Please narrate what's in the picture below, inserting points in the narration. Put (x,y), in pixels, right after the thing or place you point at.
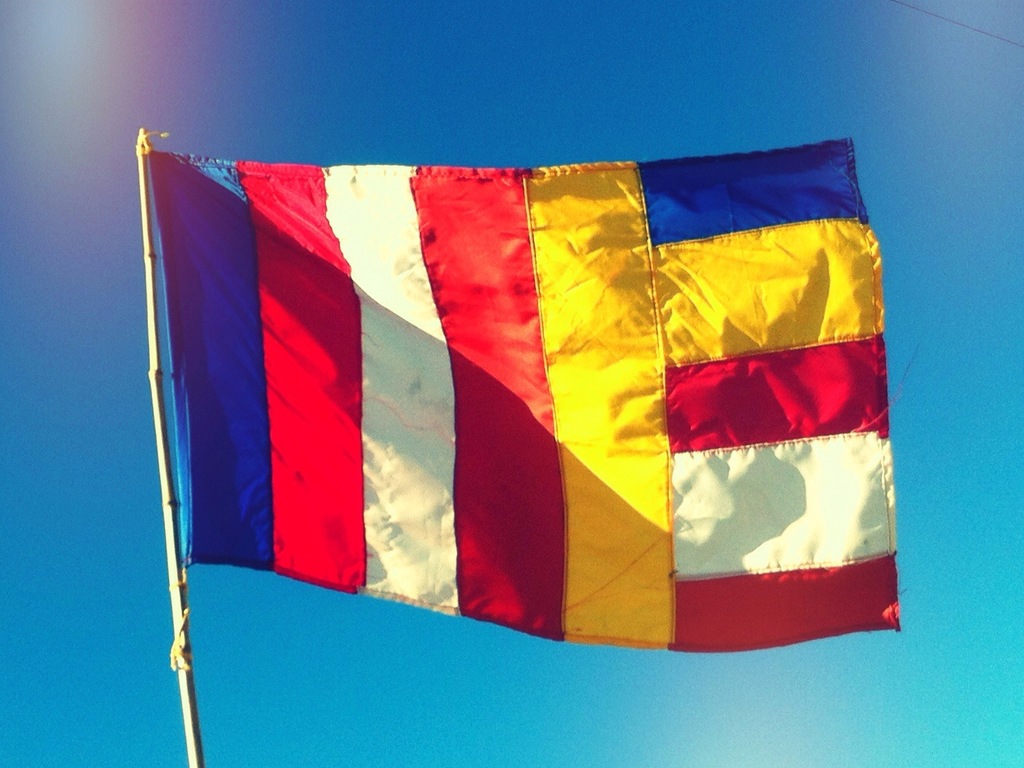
In this image we can see a flag (286,531), pole (198,766), also we can see the sky (515,60).
